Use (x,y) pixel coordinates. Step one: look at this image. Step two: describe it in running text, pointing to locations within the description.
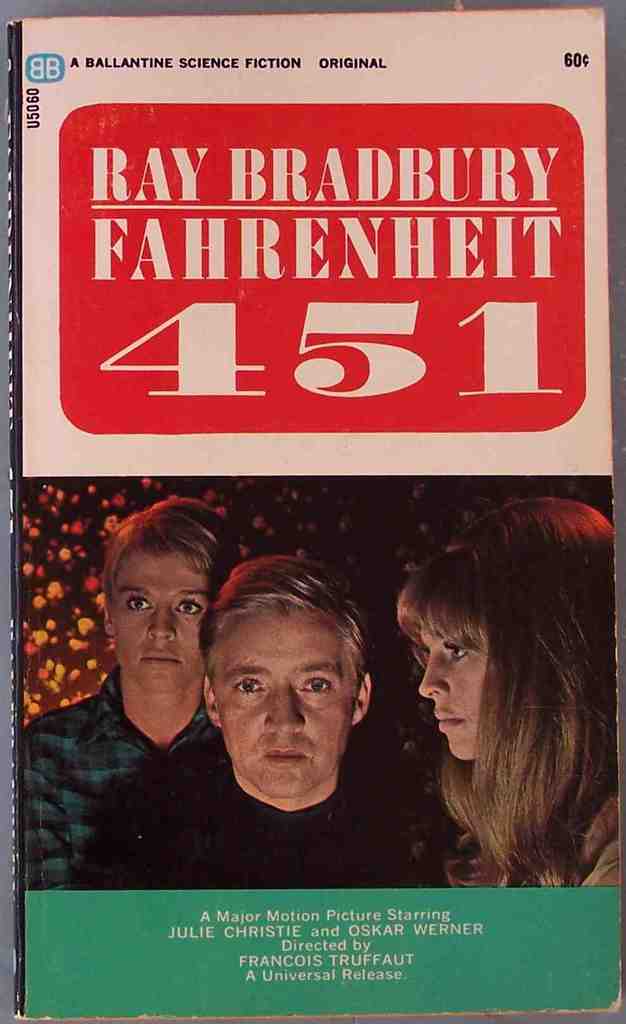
In the center of the image (222,501) there is a book (80,693). There are persons (312,844) on the front page (121,708) of the book (257,749) and there is some text (215,257).
